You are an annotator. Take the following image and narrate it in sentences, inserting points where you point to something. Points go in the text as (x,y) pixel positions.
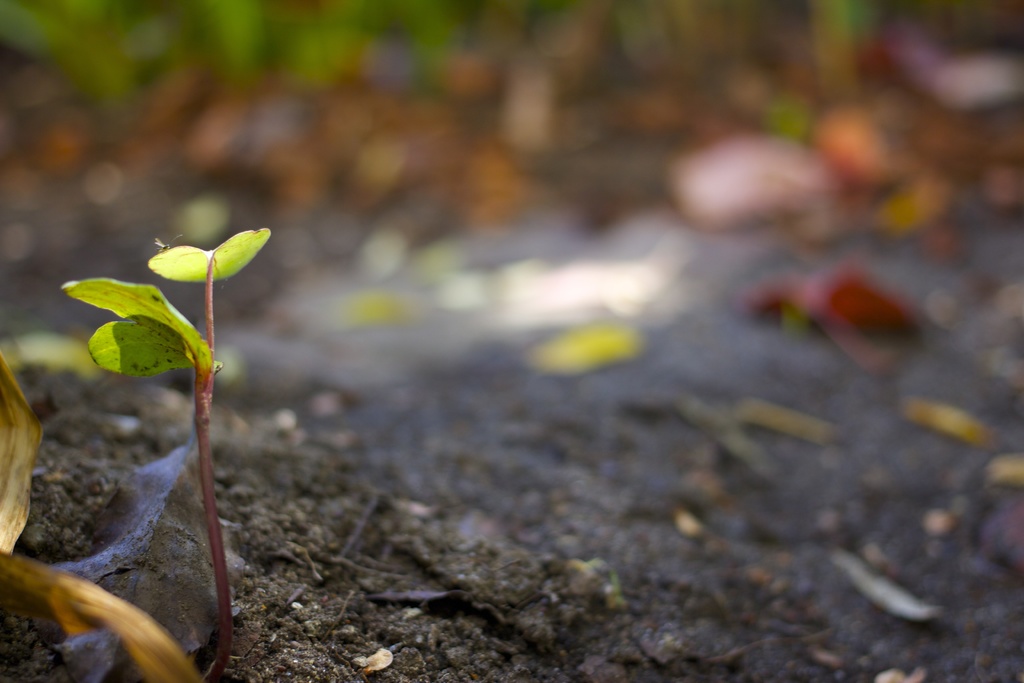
On the left side of the image (207,445) we can see a seedling (205,432). At the bottom (236,554) there is soil (616,503) and we can see leaves (775,311).
